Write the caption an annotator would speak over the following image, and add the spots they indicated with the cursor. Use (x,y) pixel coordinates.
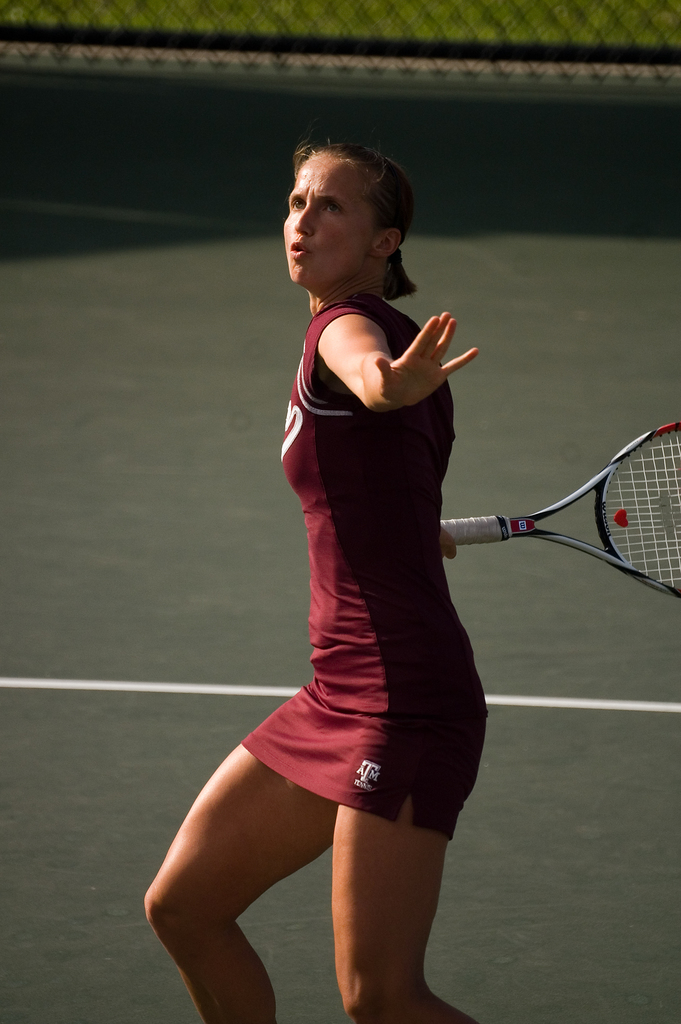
In this picture there is a woman (438,496) holding a racket (562,509) in her hand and is about to hit the ball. She wore a red jersey (355,469). In the background (203,6) there is mesh (96,24) and grass (260,17).
